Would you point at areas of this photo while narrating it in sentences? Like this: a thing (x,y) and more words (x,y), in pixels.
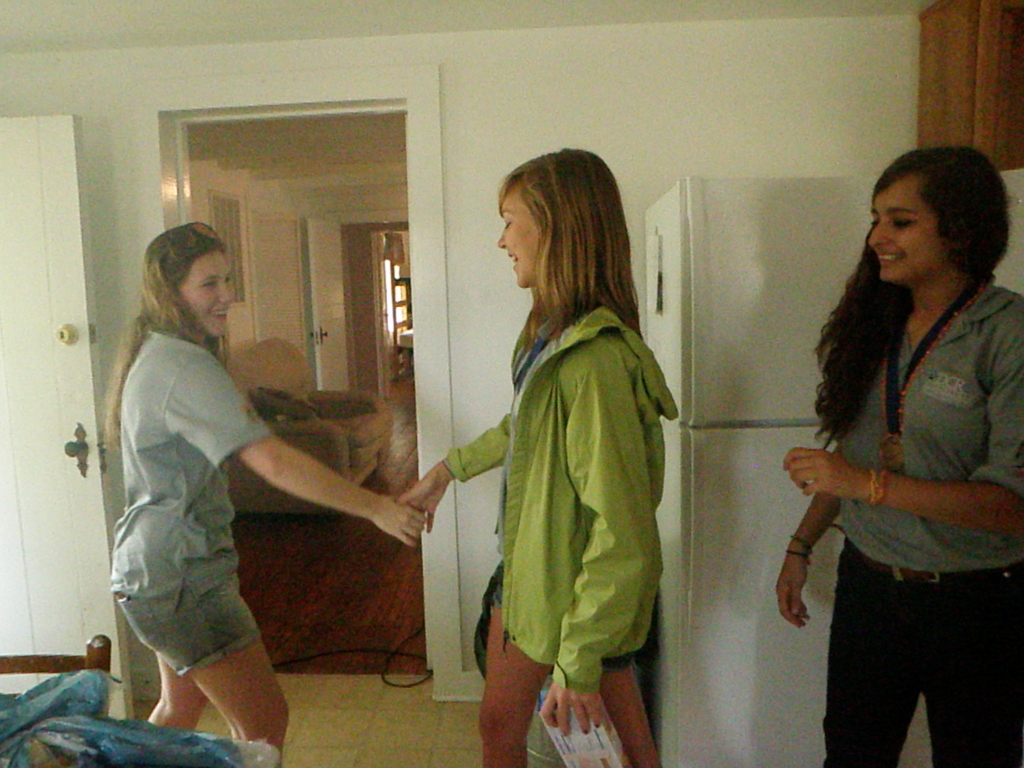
In this picture we can see three girls (272,483), on the right side (725,374) there is a refrigerator (753,403), we can see a sofa (350,428) in the background (367,415), there is a wall (612,118) here, on the left side (31,369) there is a door (31,348), this girl (508,705) is holding something.
